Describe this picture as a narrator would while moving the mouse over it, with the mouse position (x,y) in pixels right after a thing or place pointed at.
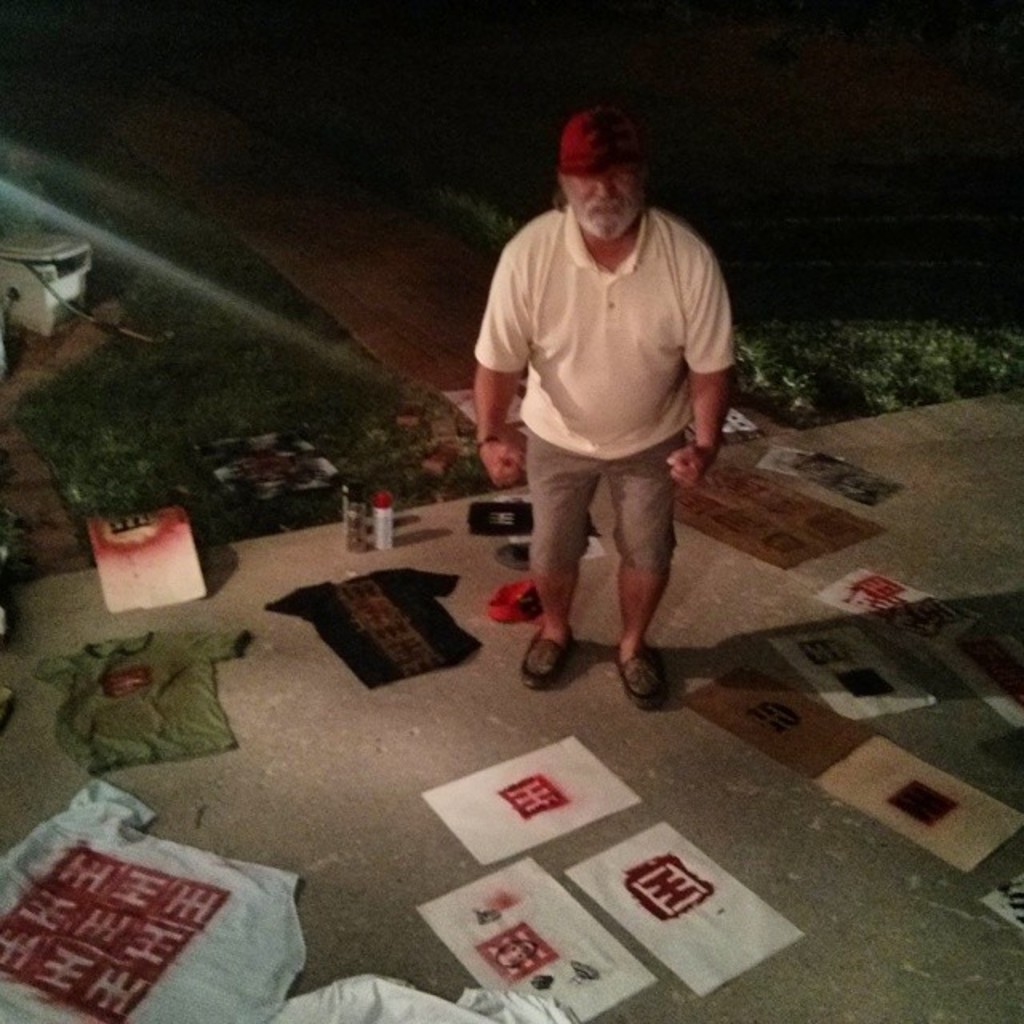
In the center of the image (567,343) we can see a person (612,321) is standing and he is wearing a cap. And we can see clothes (207,912), papers (648,948) and some objects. In the background (419,216), we can see the grass (219,370) and a few other objects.
